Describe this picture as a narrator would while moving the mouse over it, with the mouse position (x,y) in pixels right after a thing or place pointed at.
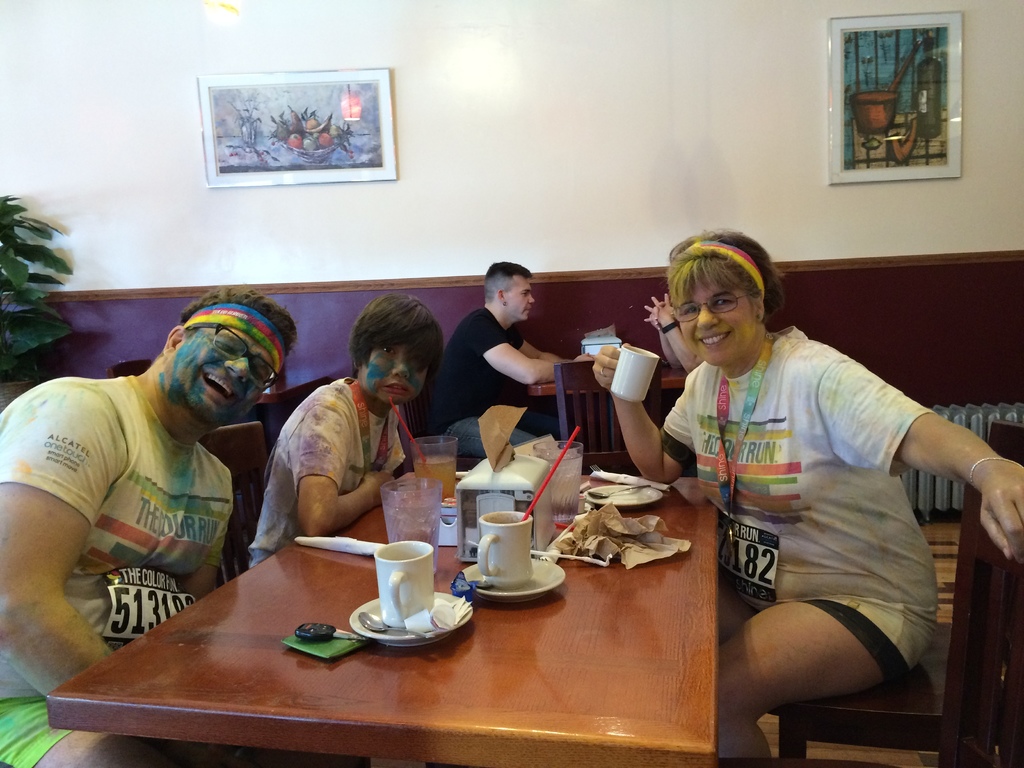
In this image there are five person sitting on the chair (973,701). On the table (433,643) there is a cup (493,549), saucer (384,640), spoon (367,619), straw (539,493), glass (559,470). The frames (287,133) are attached to the wall (233,204).
